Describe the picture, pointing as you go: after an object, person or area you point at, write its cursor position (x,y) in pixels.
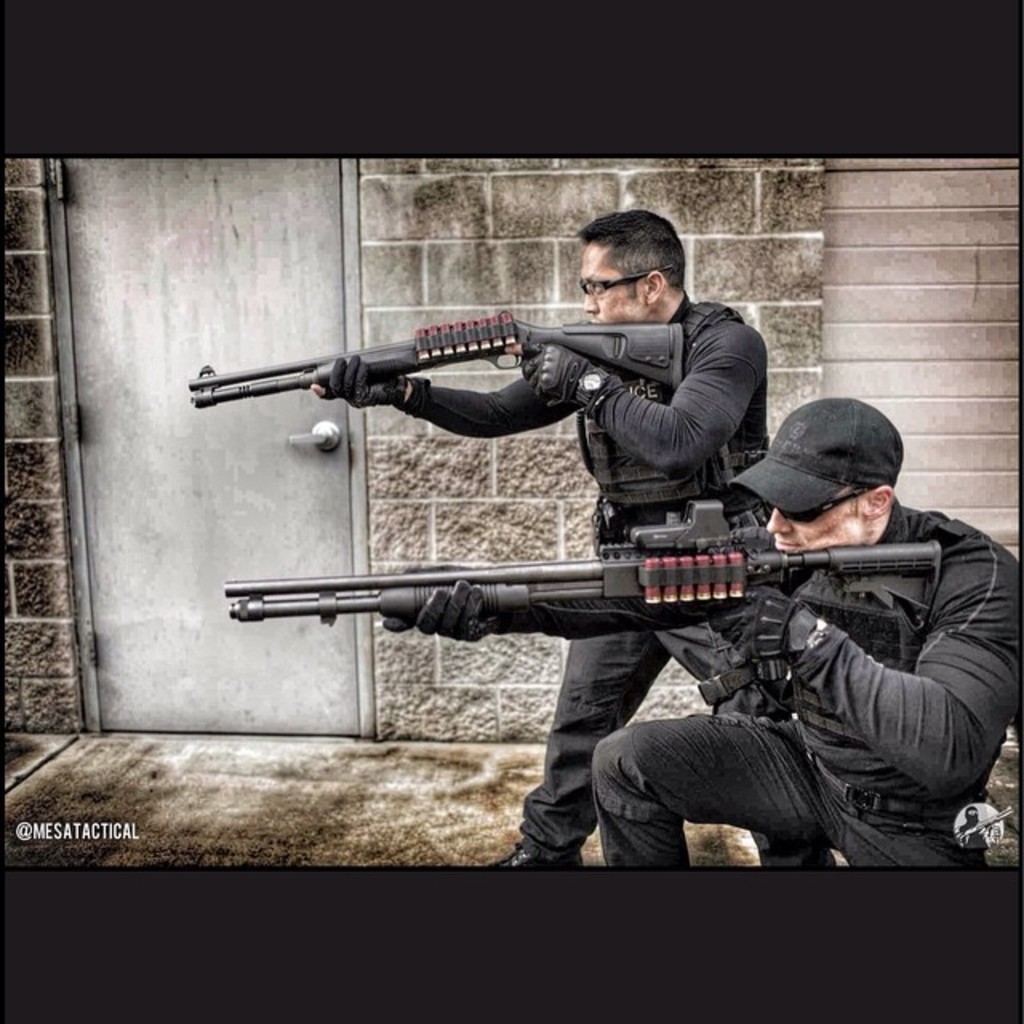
In this image we can see two persons (695,441) holding guns (491,353), there is a wall (386,551), and a door (195,607), also we can see some text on the image, and the borders (359,867) are black in color.
